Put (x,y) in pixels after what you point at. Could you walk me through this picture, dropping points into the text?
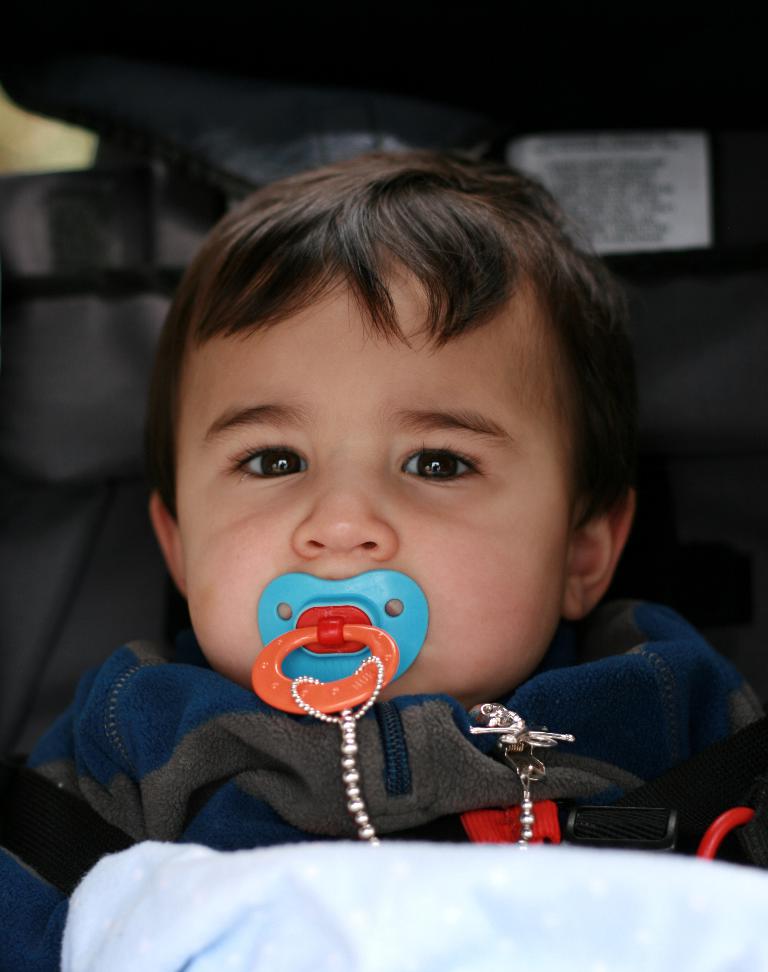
In this image I can see a baby (500,419) laying. The baby (317,747) is wearing blue and gray color dress (245,753), I can also see an object (316,687) which is in blue and red color in the babies mouth (351,615).
